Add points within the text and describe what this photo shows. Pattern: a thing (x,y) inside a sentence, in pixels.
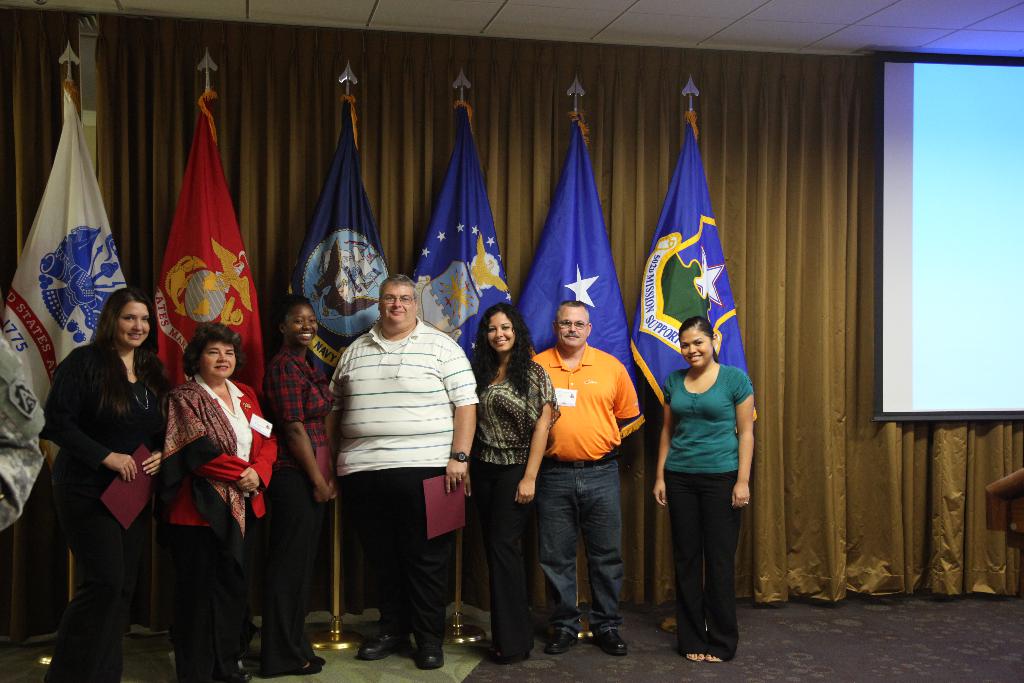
In the picture I can see people (418,427) are standing among them some are holding objects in hands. These people (295,502) are smiling. In the background (267,295) I can see curtains (628,258), a projector screen (964,268) and the ceiling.
